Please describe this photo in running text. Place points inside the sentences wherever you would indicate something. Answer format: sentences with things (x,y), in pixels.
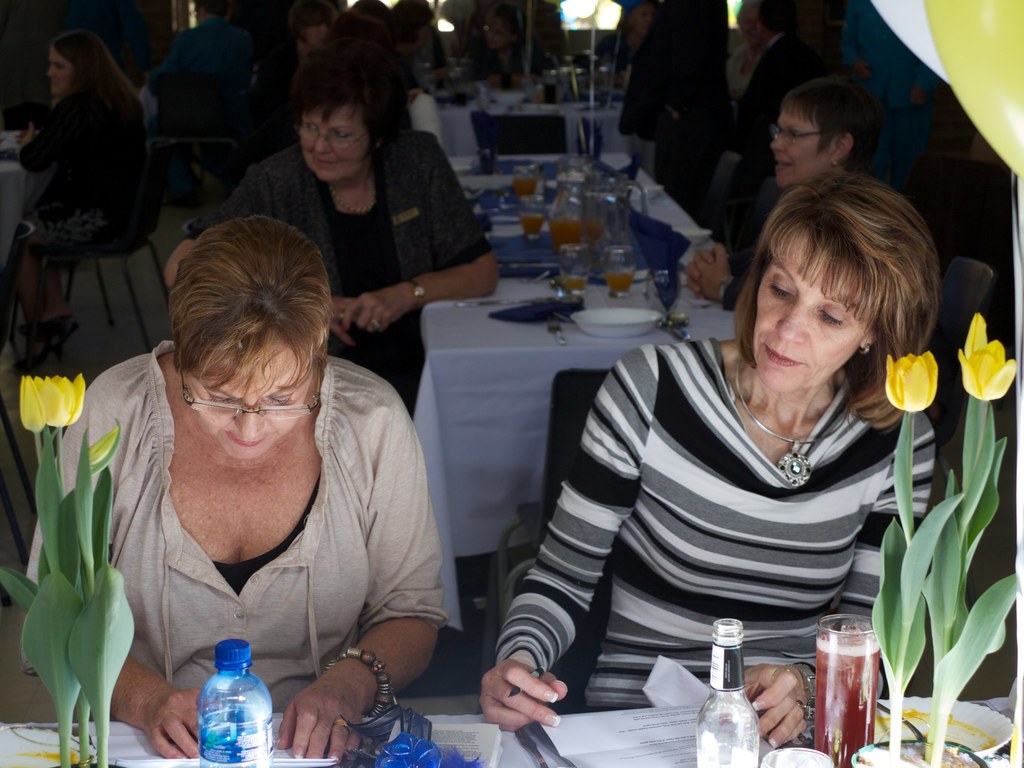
In this image there are group of people (315,609) sitting on the chair (563,417). On the table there is a water bottle (248,718), flower pot (92,680), paper (629,746), plate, spoon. glass (573,289).
